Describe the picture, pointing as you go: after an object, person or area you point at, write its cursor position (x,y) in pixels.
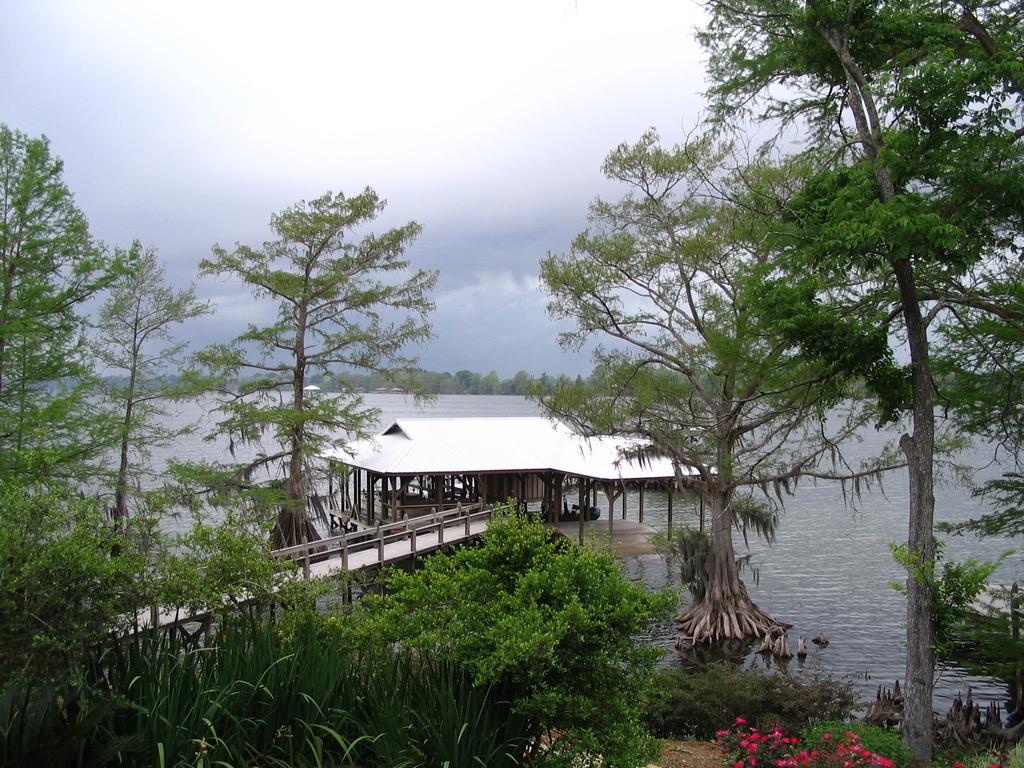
In this image I can see few trees (449,617), few flowers (779,764) which are red in color, a bridge (479,507) which is made up of wood (404,554), the water (847,541) and the house (463,432). In the background (436,363) I can see few trees (428,383) and the sky (259,160).
